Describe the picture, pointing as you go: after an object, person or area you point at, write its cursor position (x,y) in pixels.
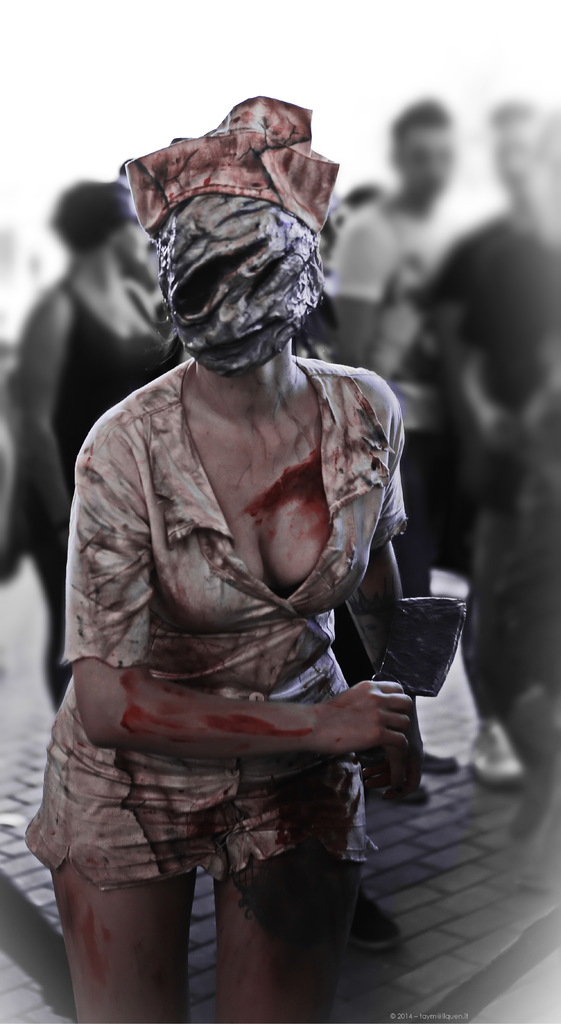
In this picture there is a girl (289,684) in the center of the image (193,416), she is wearing a costume (50,822) and there is a mask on her face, there are other people (550,434) in the background area of the image (524,261).
